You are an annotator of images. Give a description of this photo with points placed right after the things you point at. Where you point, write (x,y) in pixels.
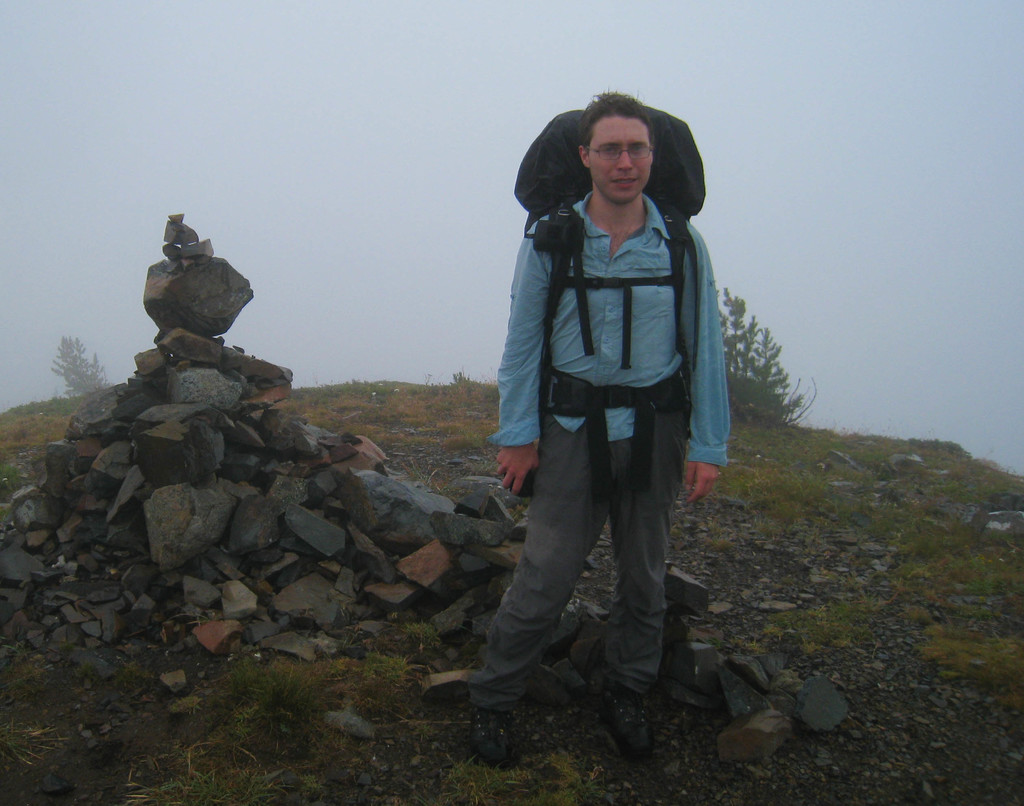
In the foreground of the picture (593,369) there is a person (603,330) wearing a backpack (572,251). On the left (333,541) there are stones (338,505). In the center of the picture (378,393) there are plants (71,375) and grass (388,401). in the background (396,109) it is foggy.
